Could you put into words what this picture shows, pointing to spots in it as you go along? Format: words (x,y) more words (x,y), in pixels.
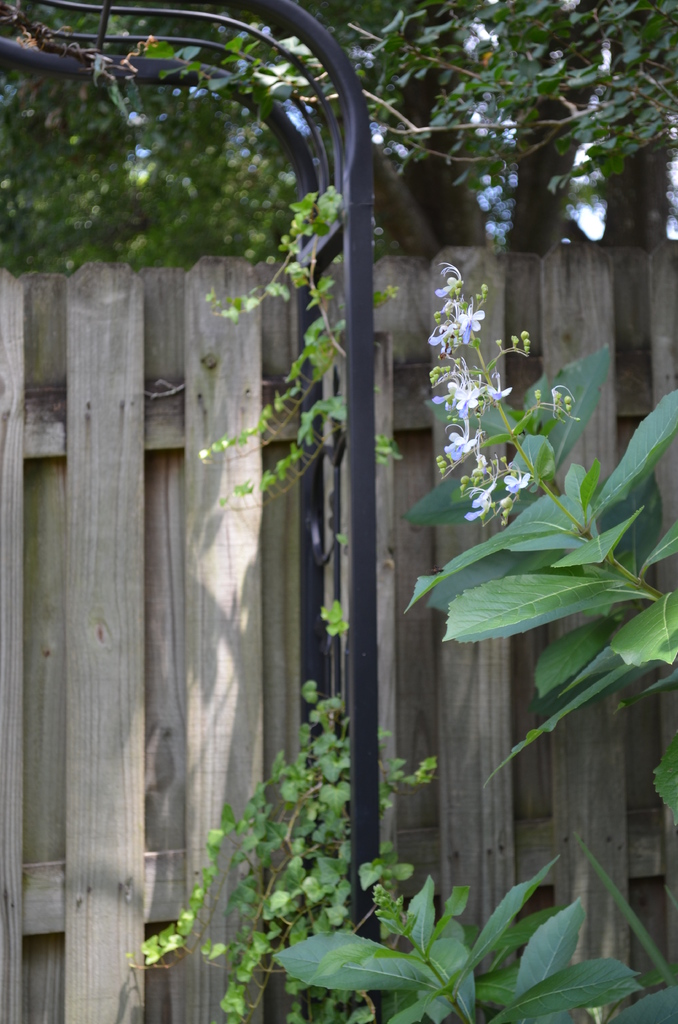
On the right (457,612) there is a plant (630,697) with small flowers (512,461). In the middle (359,584) there are poles (154,84). In the background (232,451) we can see a wooden fence (104,420), trees (123,214) and sky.
